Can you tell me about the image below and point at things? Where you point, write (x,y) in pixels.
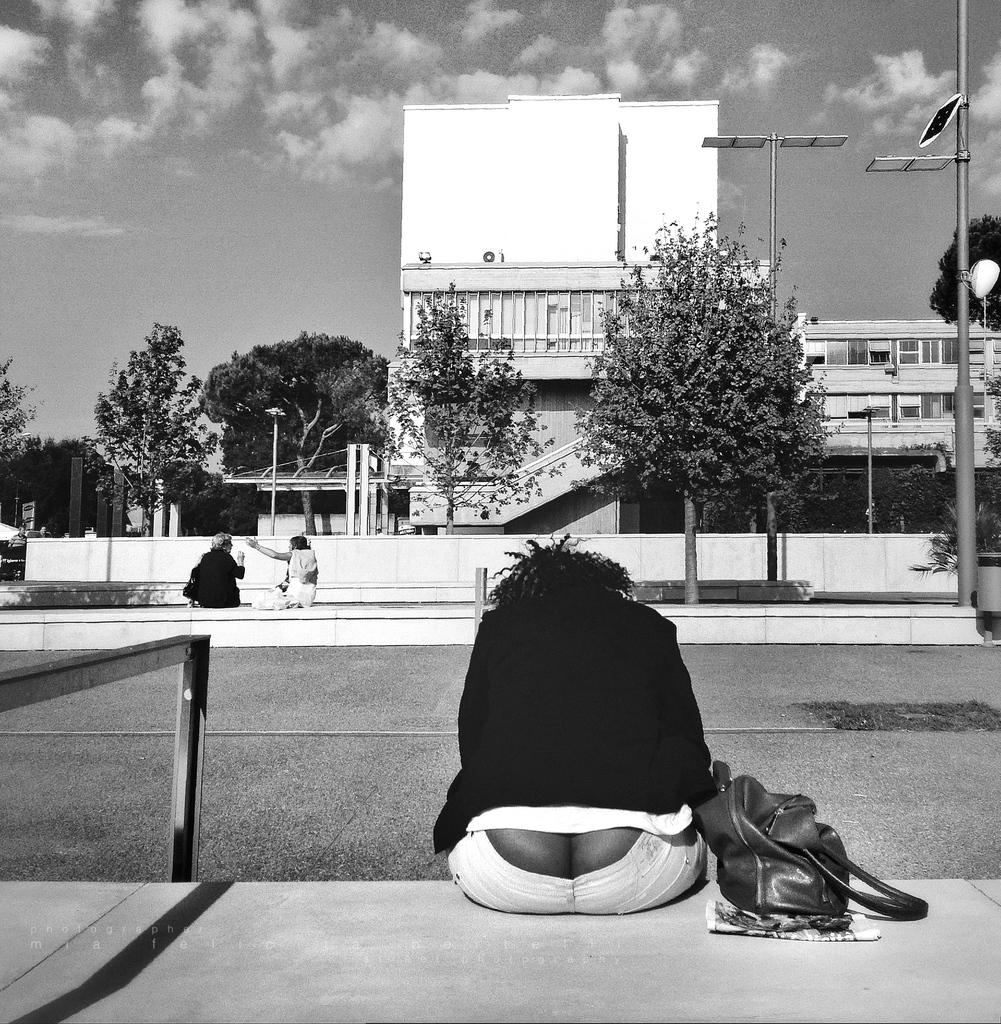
This is a black and white picture. I can see three persons (589,843) sitting, there is a bag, there is a building (503,513), there are poles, lights (925,140), there are trees (879,479), and in the background (368,317) there is the sky (375,65).
